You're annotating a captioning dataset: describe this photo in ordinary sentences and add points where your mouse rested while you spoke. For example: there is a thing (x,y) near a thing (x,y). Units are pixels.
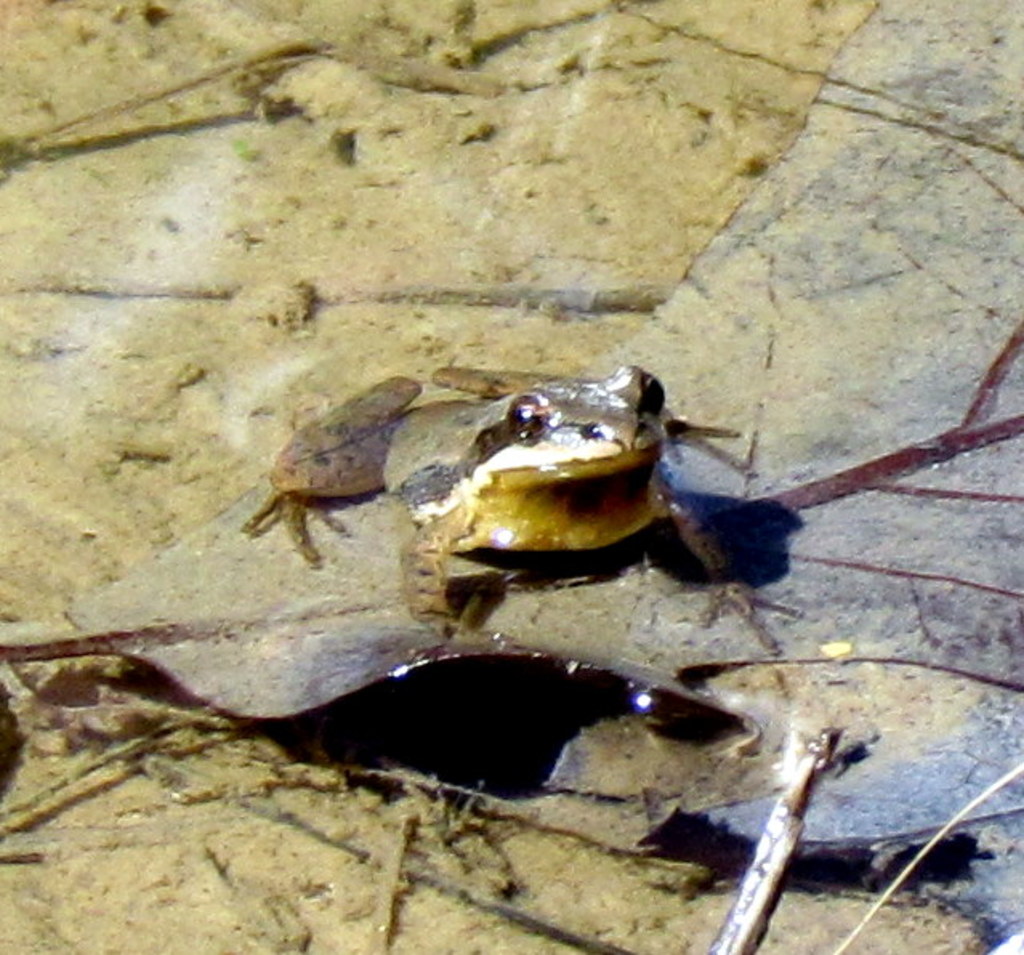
Here I can see a frog (456,436) on the ground (125,490) along with this I can see some sticks (832,564).
